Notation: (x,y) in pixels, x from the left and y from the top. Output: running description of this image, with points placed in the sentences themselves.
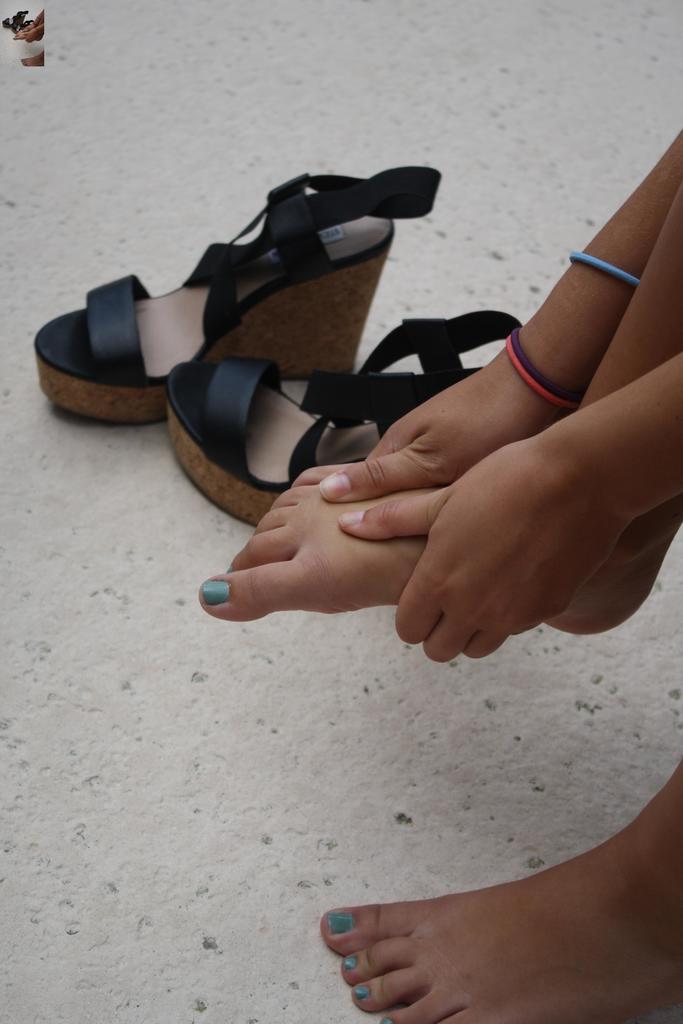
In this image we can see the hands (459,480) of a person (505,457) and she is holding her one of the legs (359,567) in her hand (513,524), beside her legs (318,482) there is a pair of sandals (186,334).
